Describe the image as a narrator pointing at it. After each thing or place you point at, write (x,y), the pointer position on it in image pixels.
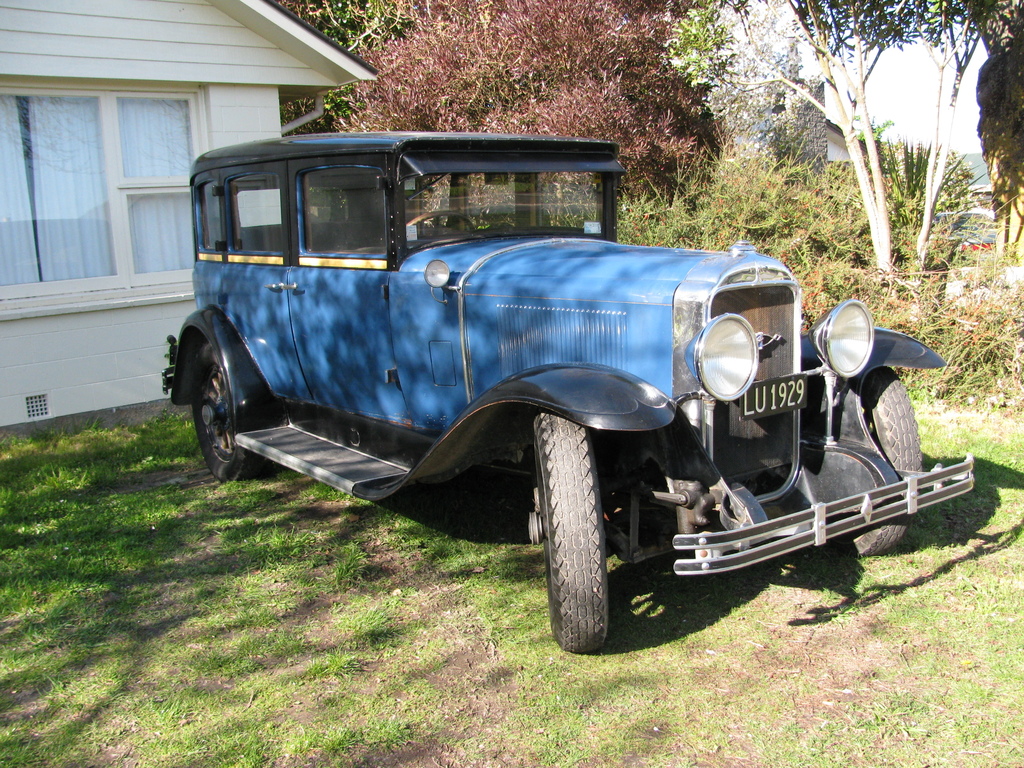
There one vehicle (410,411) present on a grassy land (150,427) as we can see in the middle of this image (520,409). We can see a house (174,192) on the left side of this image (77,308), and there are some trees (886,234) in the background (764,172).
